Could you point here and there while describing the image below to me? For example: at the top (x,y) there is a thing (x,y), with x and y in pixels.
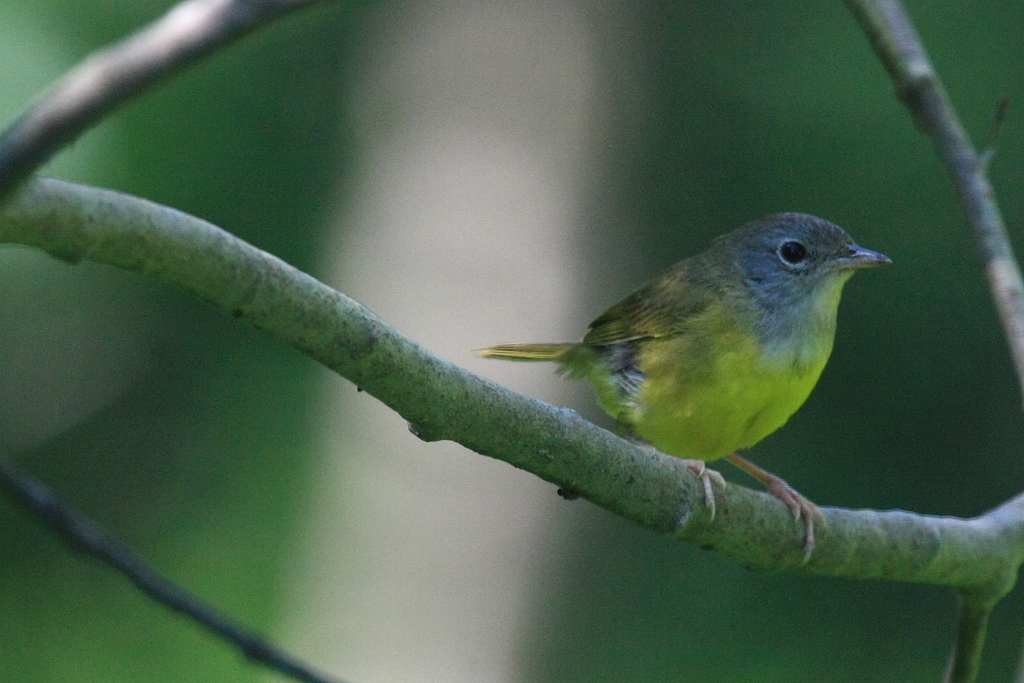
In this image I can see the bird (654,428) on the branch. The bird (735,406) is in green, black and brown color. Background (883,193) is blurred.
